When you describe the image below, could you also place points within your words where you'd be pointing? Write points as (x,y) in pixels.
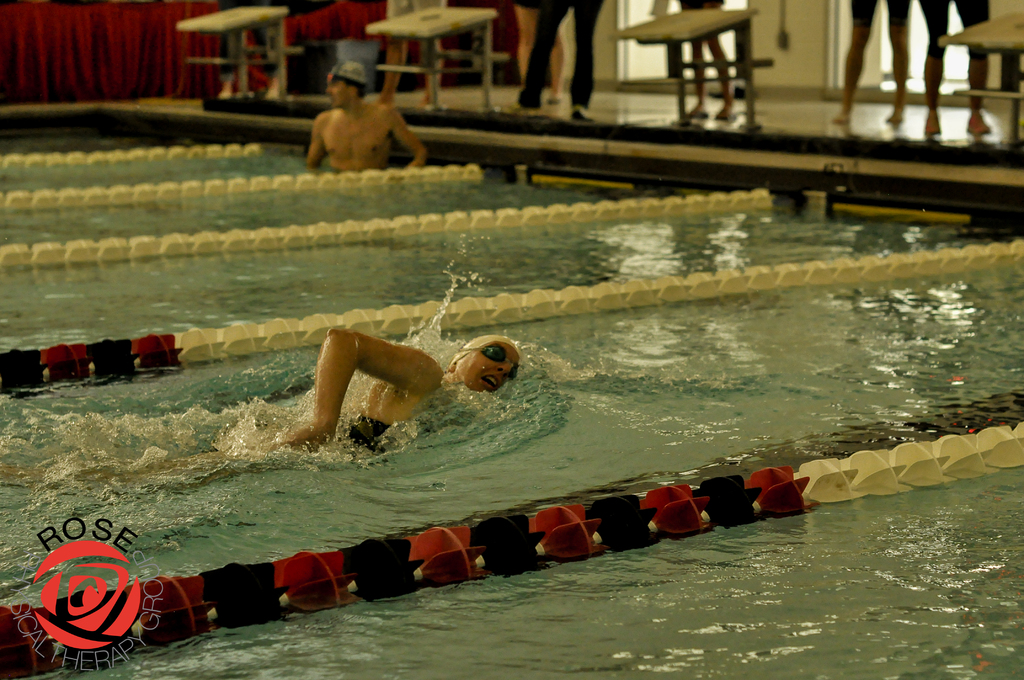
In the image we can see there is a swimming pool (440,444), in the swimming pool (451,401) there are two people (398,366). This person (398,366) is swimming and wearing swim goggles (499,353) and swim cap (473,340). There are even other people (902,77), this is a floor (789,125) and curtains (91,58), this is a watermark (73,626).
